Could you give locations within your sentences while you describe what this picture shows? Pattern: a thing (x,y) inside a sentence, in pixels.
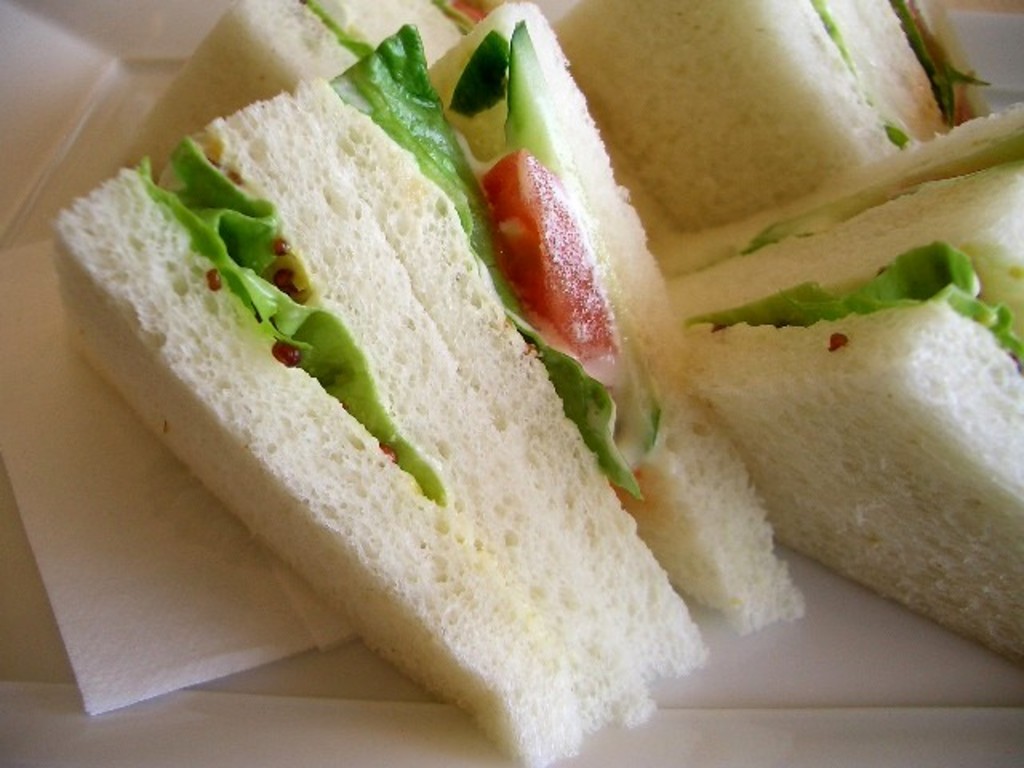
In this image we can see stuffed sandwiches (307,336) and tissue papers (251,589).
